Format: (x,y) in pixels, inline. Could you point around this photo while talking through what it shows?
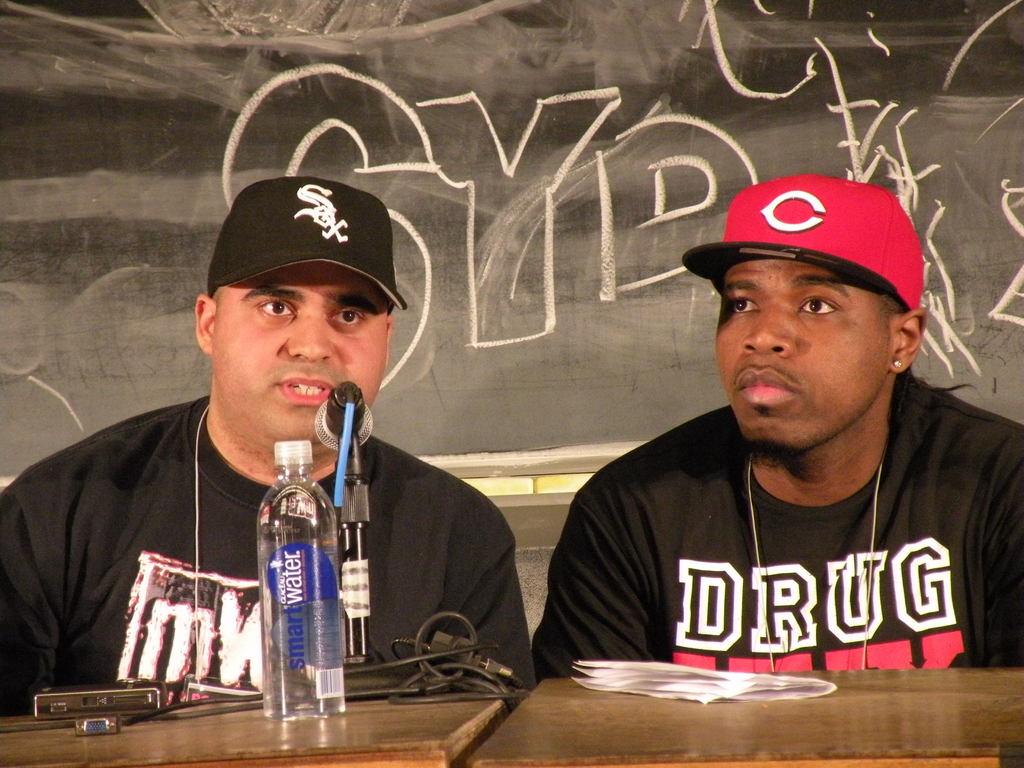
In this image I see 2 men (735,478) who are wearing black t-shirts (485,506) and caps (906,246) on their heads (818,300) and I see a mic (356,412) over here and I see the wire (424,696) and I can also see 2 tables (878,730) over here and I see a bottle (308,519) on this table (11,738). In the background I see the blackboard (93,6) and I see something is written on it.
